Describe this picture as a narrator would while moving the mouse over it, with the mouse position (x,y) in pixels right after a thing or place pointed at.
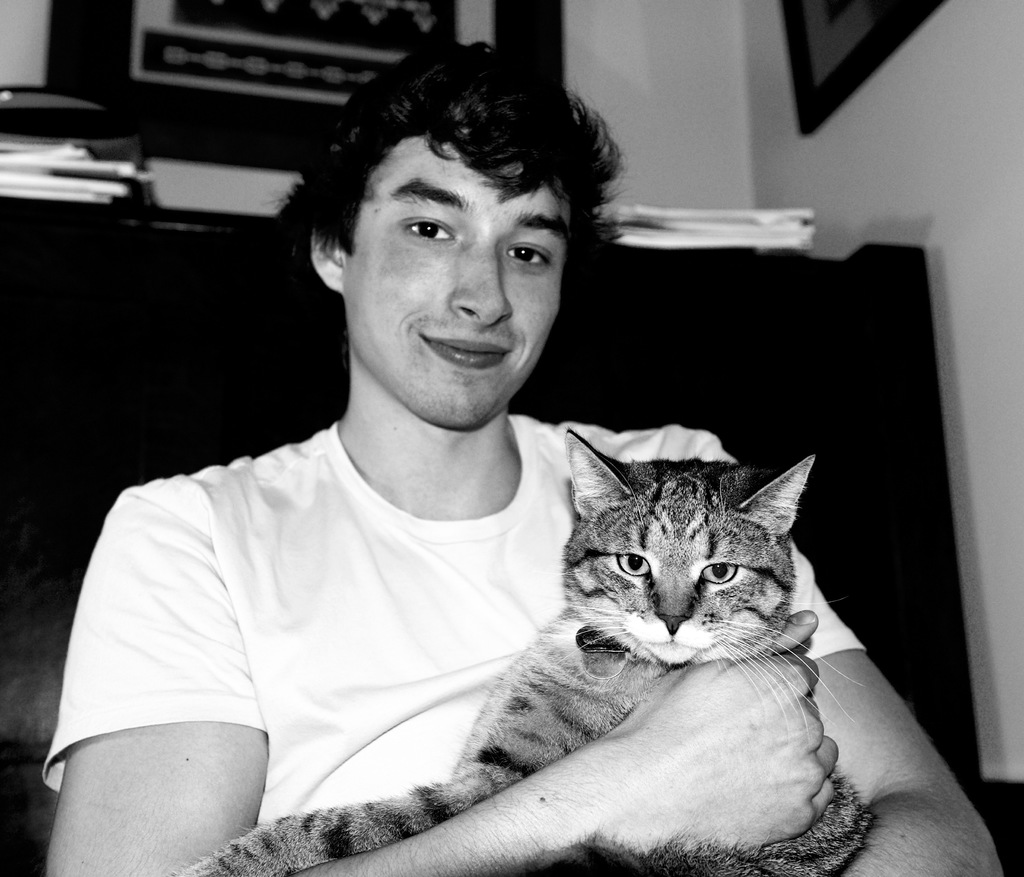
Boy (349,583) holding cat (666,618).
